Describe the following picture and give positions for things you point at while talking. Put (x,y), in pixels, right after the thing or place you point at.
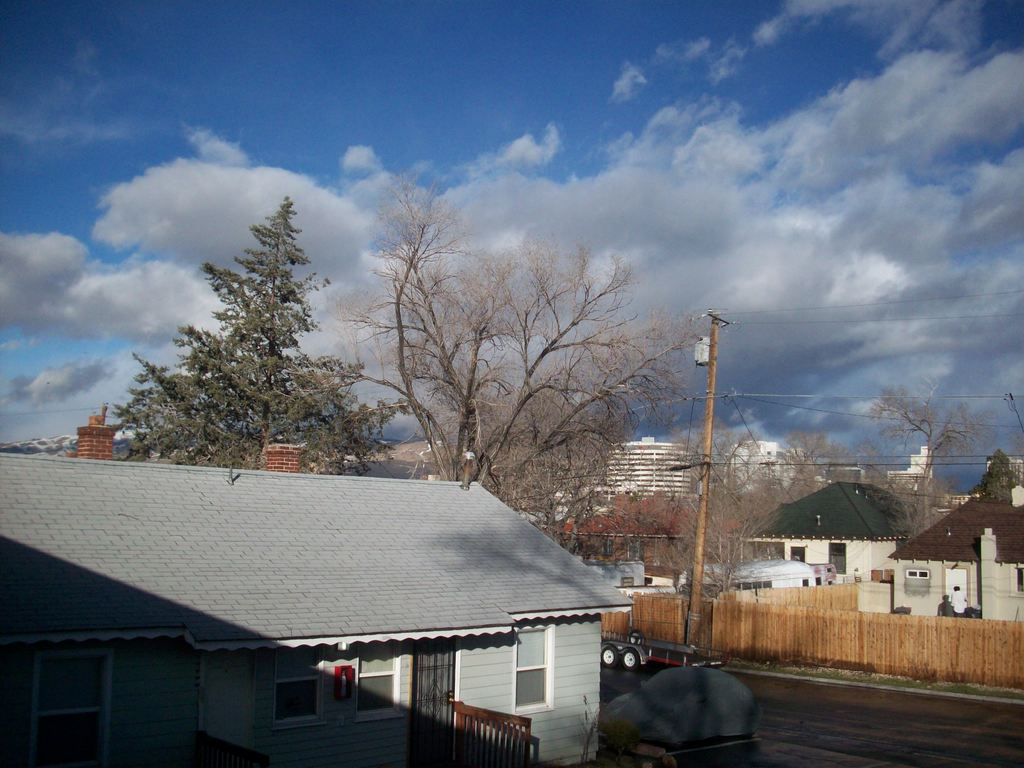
In this image, I can see houses (458,677), buildings (638,480), trees (555,498), fence (626,619), current pole (713,404) with wires (791,404) and vehicles (653,691) on the road (758,728). In the background (440,148), there is the sky (505,156).
